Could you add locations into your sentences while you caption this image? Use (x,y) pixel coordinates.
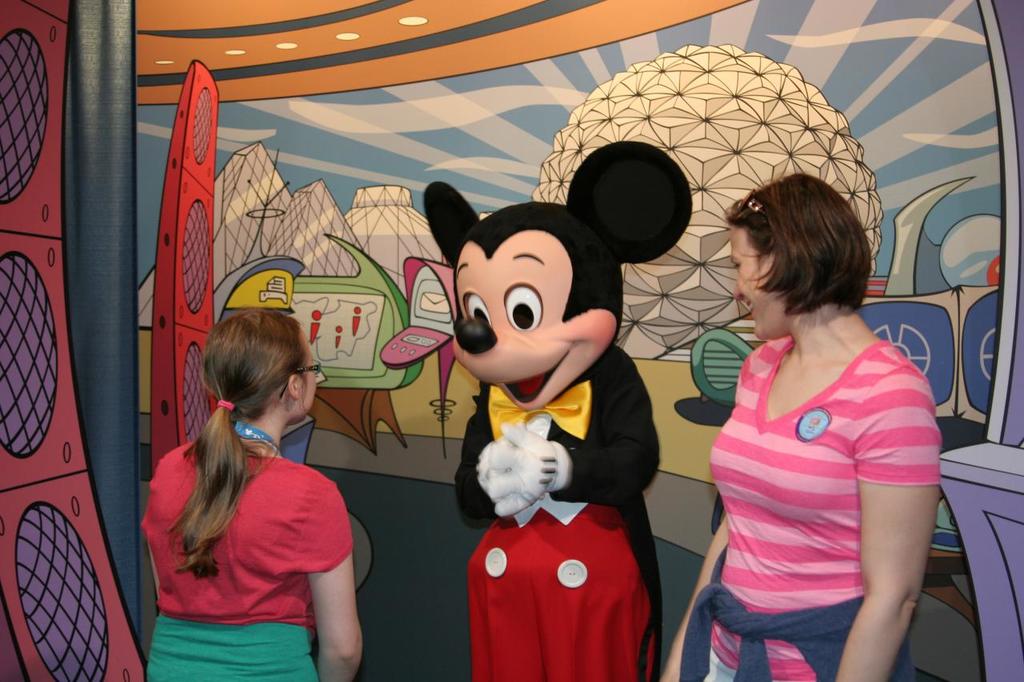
In this image there is a person (510,408) in a mickey mouse costume (532,418) in the middle (531,432). In front of it there are two girls (241,617). In the background (365,655) there are some cartoon images (390,175). On the left side (40,406) there is a cartoon image of a speaker (45,532).
